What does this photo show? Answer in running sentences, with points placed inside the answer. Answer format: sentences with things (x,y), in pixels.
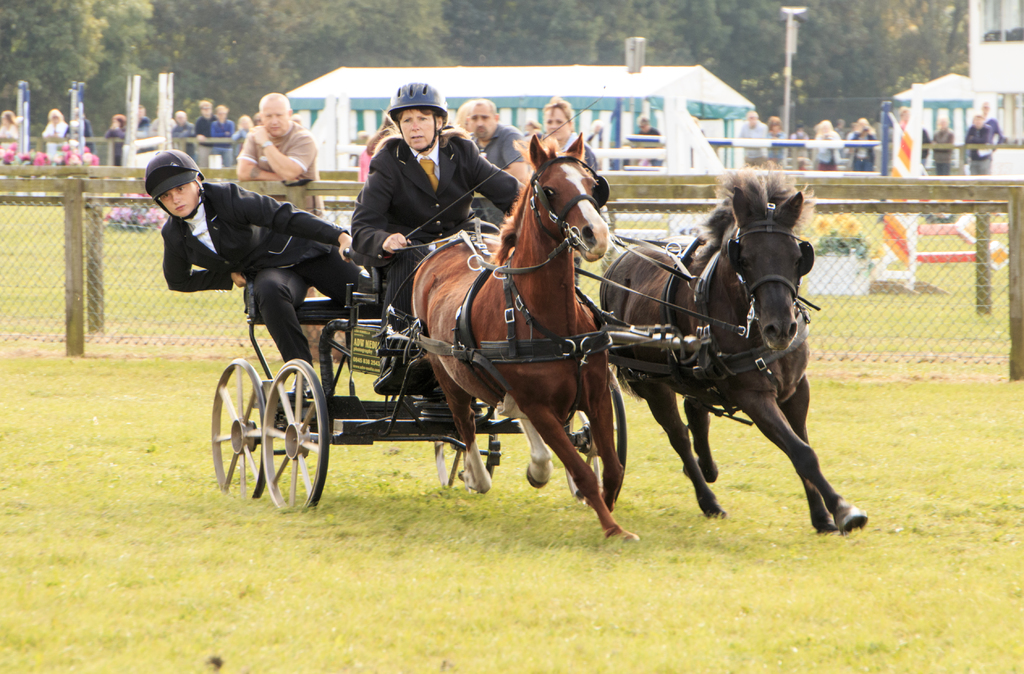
In this image in the front (510,507) there's grass (540,616) on the ground (492,595). In the center (381,310) there is a person (443,215) riding a horse cart (372,305) and there is a man (293,252) sitting in the horse cart (310,310). In the background (698,181) there is a fence (259,192) and behind the fence (338,167) there are persons (250,139), poles (330,156) and there are tents (718,94) and on the right side (993,73) in the background (1007,80) there is a building (1011,88) and behind the tent (560,68), there are trees (564,40).
